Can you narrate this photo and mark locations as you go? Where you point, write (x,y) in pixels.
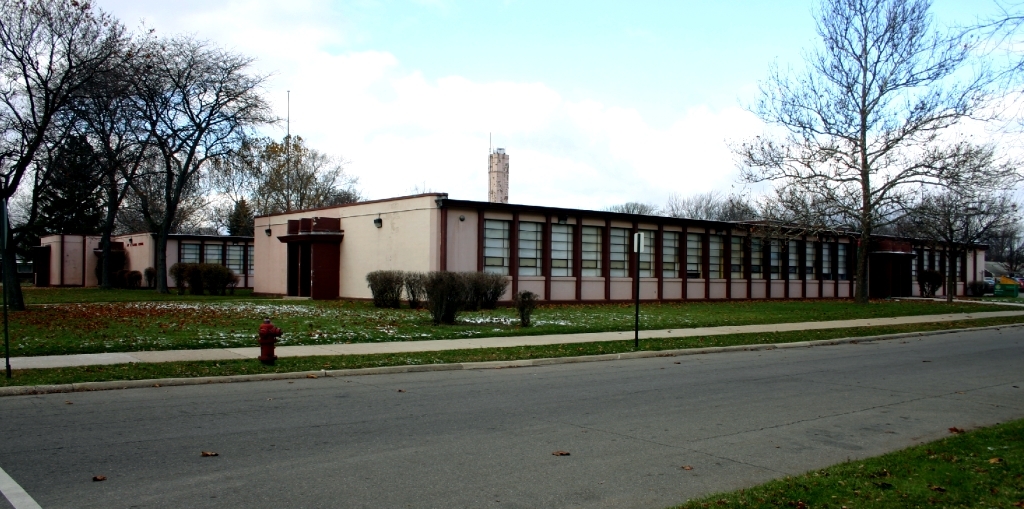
In this picture we can see the road (622,381), grass (307,327), plants (180,284), trees (84,149), hydrant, buildings (298,253) and some objects (1003,280) and in the background (447,66) we can see the sky (454,54) with clouds (408,73).
